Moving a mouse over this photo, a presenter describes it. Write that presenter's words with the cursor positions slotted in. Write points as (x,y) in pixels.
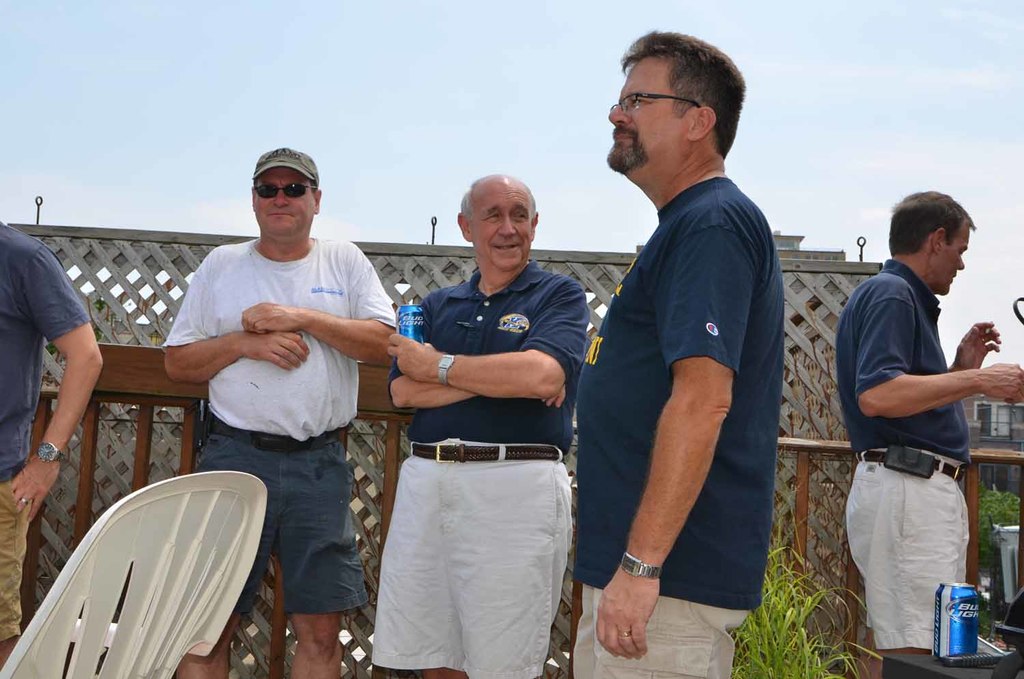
In this image there are a few men (693,378) standing. The man (570,366) in the center (500,358) is holding a drink can (418,328) in his hand (414,341). Behind them there is a wooden fencing (156,370). In the bottom left (112,634) there is a chair (125,622). In the bottom right (959,638) there is a drink can (955,654) on the table (926,658). In the background (992,430) there are buildings (986,415). At the top (351,31) there is the sky (349,44). There is a plant (775,632) near to the fencing (818,544).
